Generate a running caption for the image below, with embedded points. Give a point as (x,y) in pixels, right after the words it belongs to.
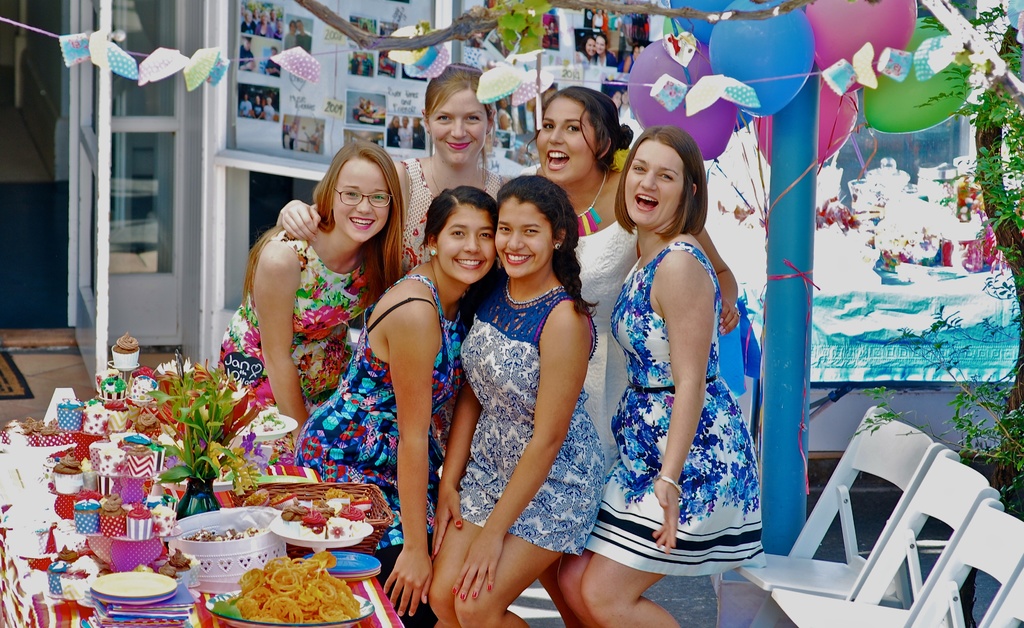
In this image, there is a table (70,487) contains flower vase (200,498) and some food (329,603). There are some persons (698,205) in the middle of the image (668,372) wearing clothes (616,433). There are chairs (833,576) in the bottom right of the image (811,524). There are some balloons (888,20) in the top right of the image (916,40).
